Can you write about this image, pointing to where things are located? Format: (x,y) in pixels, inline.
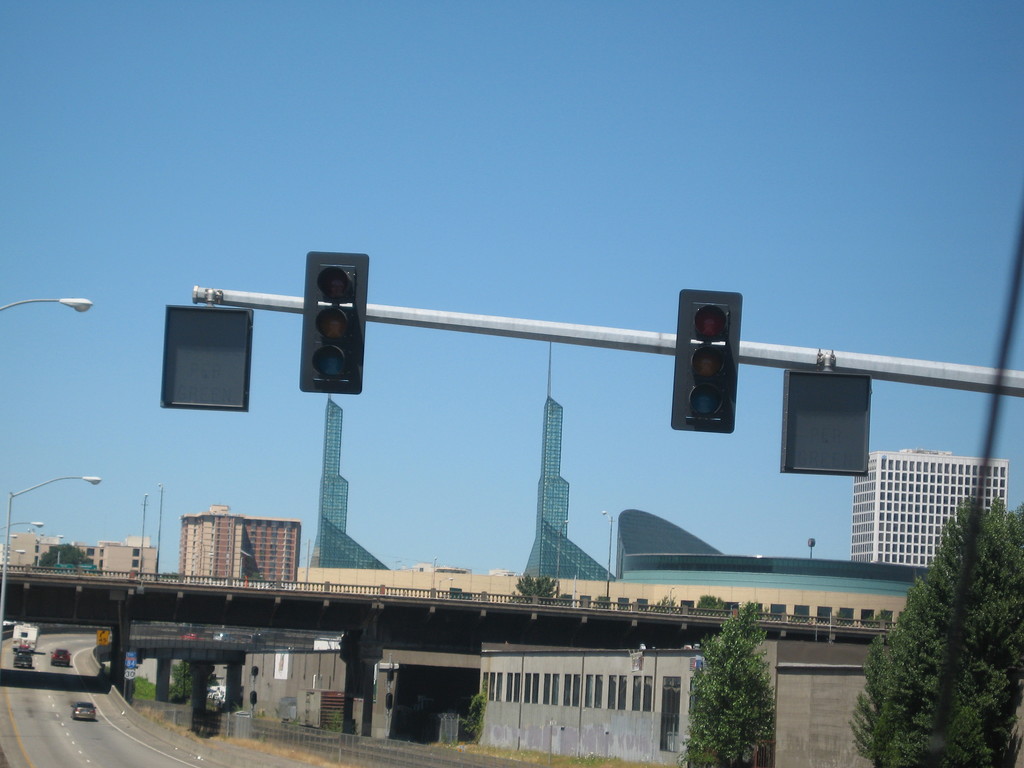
In the center of the image (352,357) we can see group of traffic signals (345,326) on a pole (578,324). In the foreground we can see a bridge (356,596), a group of cars (25,644) moving on the road (124,716). To the left side of the image (48,480) we can see some light poles (37,486). In the background (53,501), we can see a group of buildings (43,545) with windows (919,509), trees (980,655) and the sky (573,167).
